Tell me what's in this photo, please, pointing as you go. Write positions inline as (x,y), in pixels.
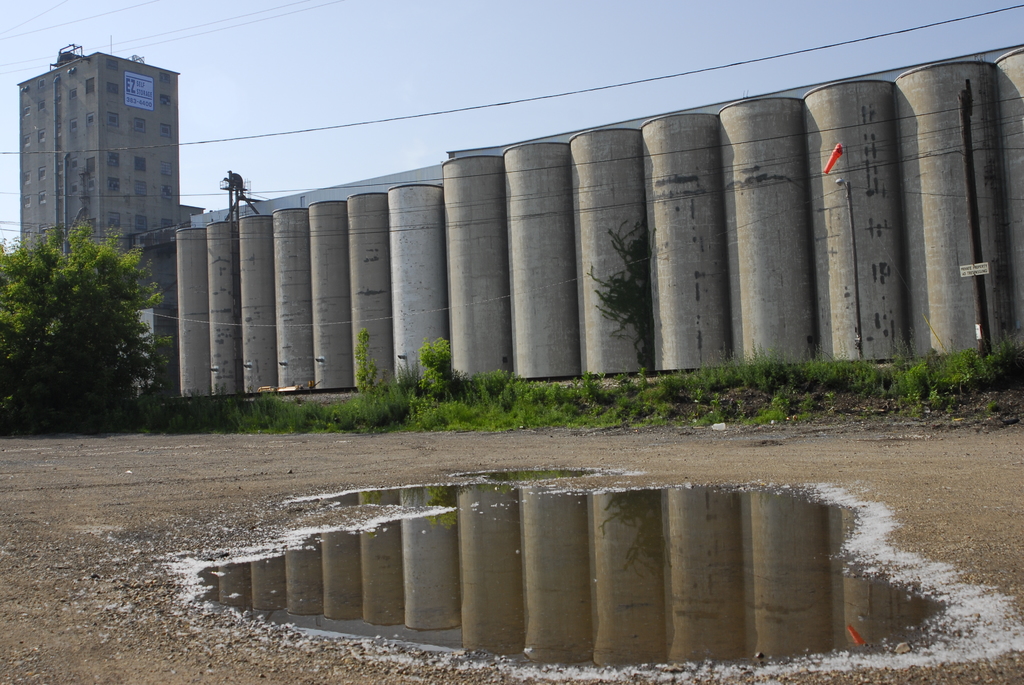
In this picture I can see a building (160,164) and few trees (635,326) and poles (979,345) and I can see water (494,555) on the ground (425,485) and looks like few concrete containers (421,276) and I can see a clear sky (477,122).
